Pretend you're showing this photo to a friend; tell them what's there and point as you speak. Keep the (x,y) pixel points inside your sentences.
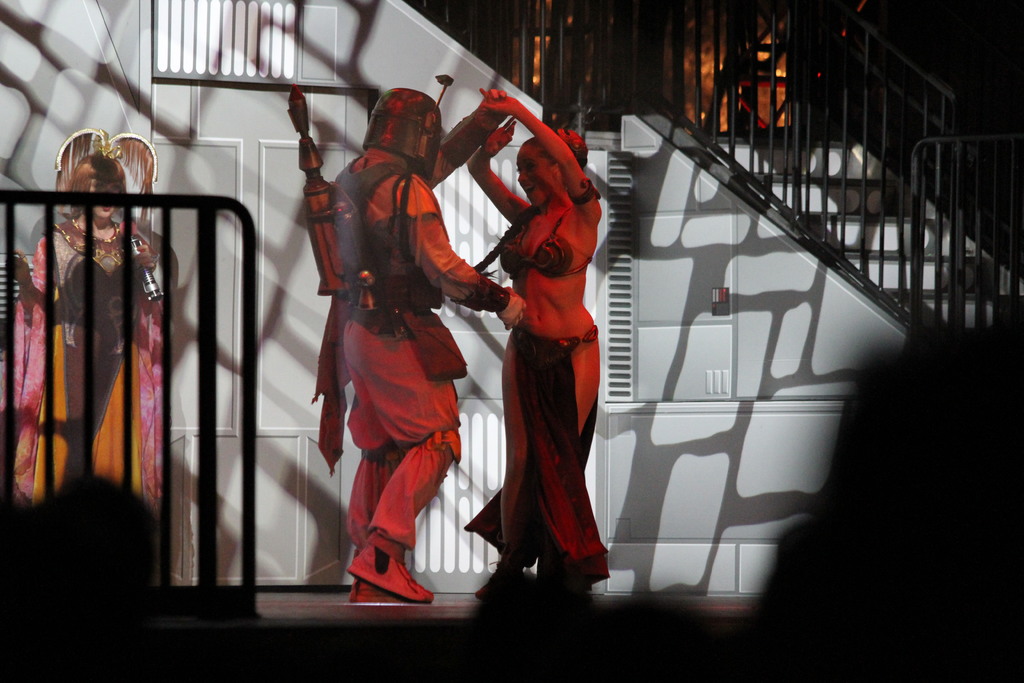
In the foreground of the image (419,275) there are two people (378,572) dancing. To the left side of the image (62,290) there is a lady (84,467). There is a railing (169,294). In the background of the image (225,62) there is wall (236,83). There are staircase (772,173) with railing (734,101).
